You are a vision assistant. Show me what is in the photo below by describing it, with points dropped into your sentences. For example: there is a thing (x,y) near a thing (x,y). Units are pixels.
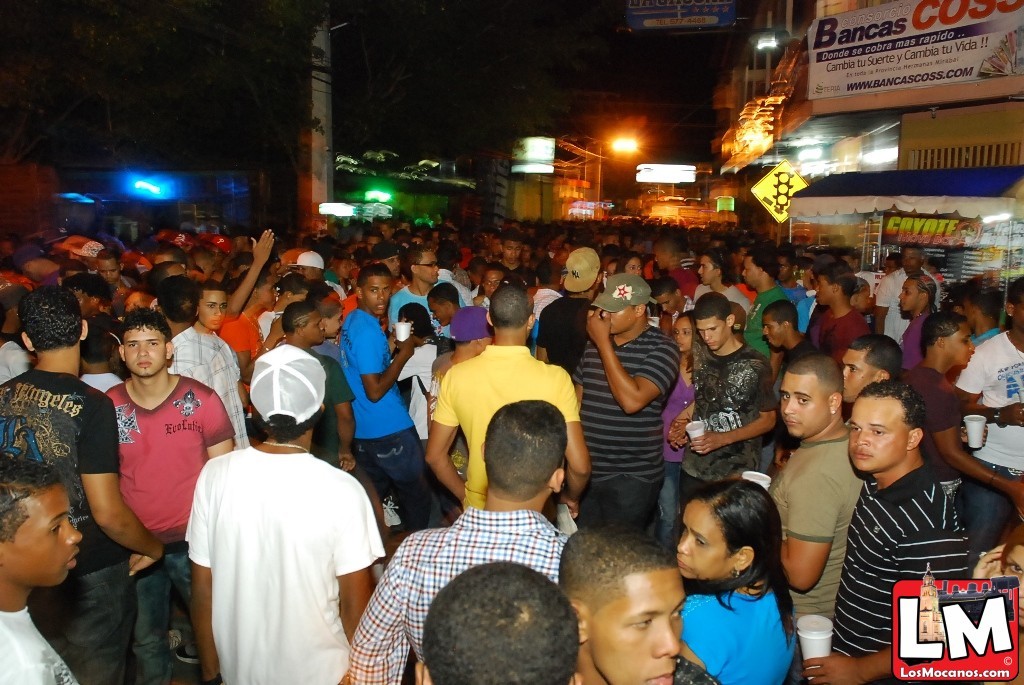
This picture is clicked outside. In the center (571,443) we can see the group of people (564,265) standing on the ground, in which some of them are holding glasses (754,477). In the background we can see the sky (455,79), buildings (953,130), lights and banners (934,45) on which the text (877,66) is printed. On the bottom right corner (965,623) there is a watermark (932,660) on the image.
